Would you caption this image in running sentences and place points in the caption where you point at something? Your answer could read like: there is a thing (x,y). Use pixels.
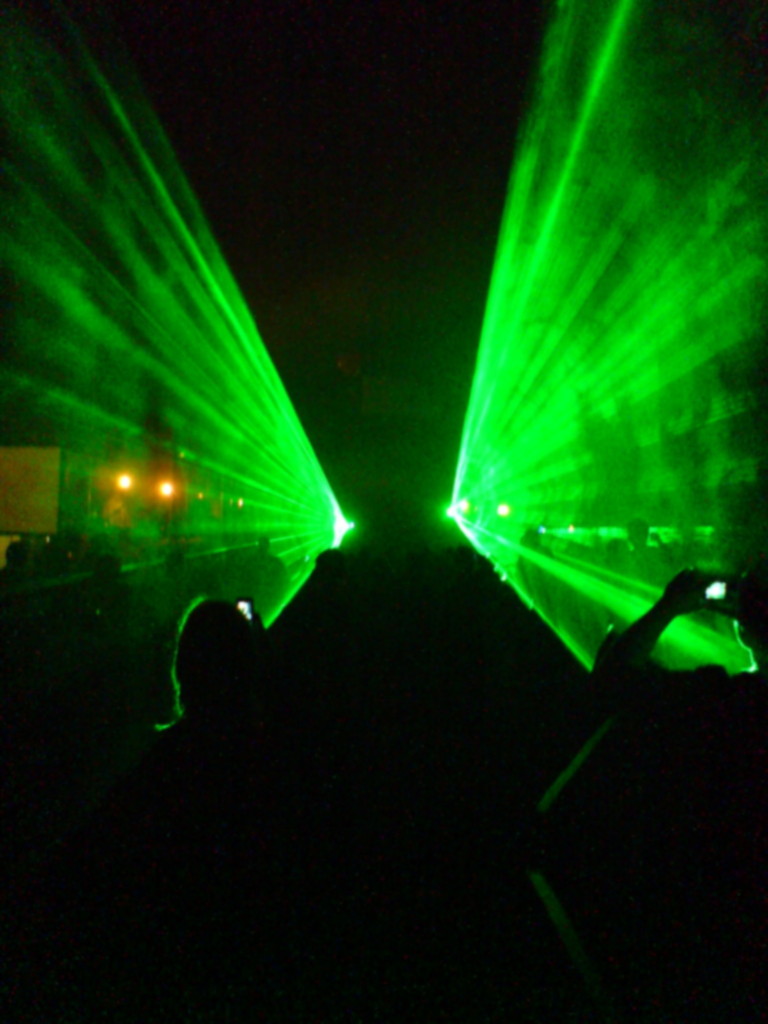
In this image, at the bottom (510,759) there are people (421,760), some are holding mobiles (245,622). At the top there are lights (510,568).
